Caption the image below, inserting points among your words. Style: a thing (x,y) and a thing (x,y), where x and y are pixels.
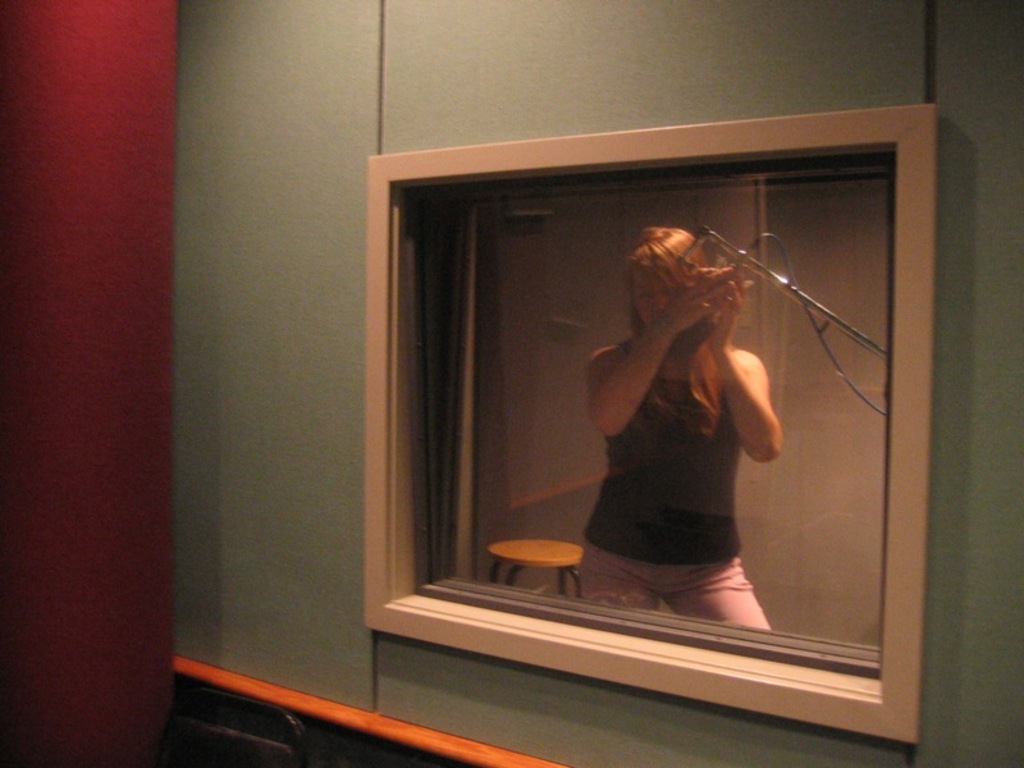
There is a woman (669,498) standing and there is an object (757,266) in her hand (715,282) and there is a stool (532,544) behind her.
